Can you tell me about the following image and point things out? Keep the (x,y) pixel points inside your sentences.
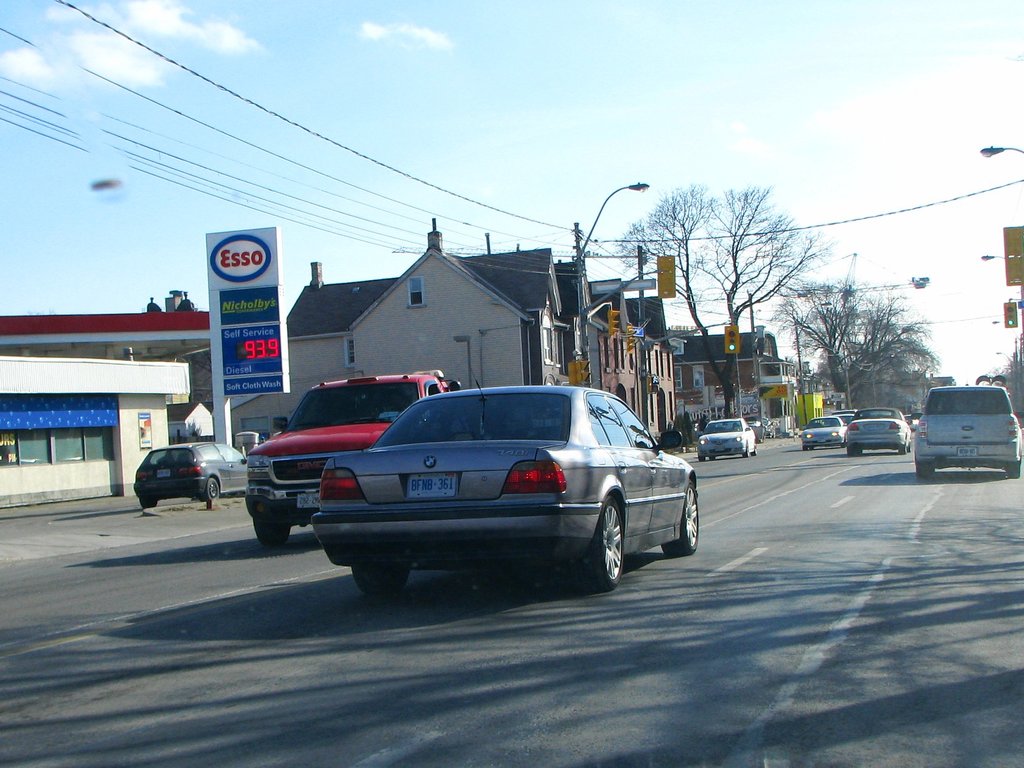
In this picture I can see the road (22,709) in front (133,719), on which there are number of cars (468,542) and in the middle of this picture (384,324) I can see the buildings (659,359), few light poles (594,223), traffic signals (670,264), wires (598,241), number of trees (892,379) and I can see a board (261,282) on the left side of this image (268,286) and I see something is written on it. In the background (65,300) I can see the sky (396,92) which is clear.
